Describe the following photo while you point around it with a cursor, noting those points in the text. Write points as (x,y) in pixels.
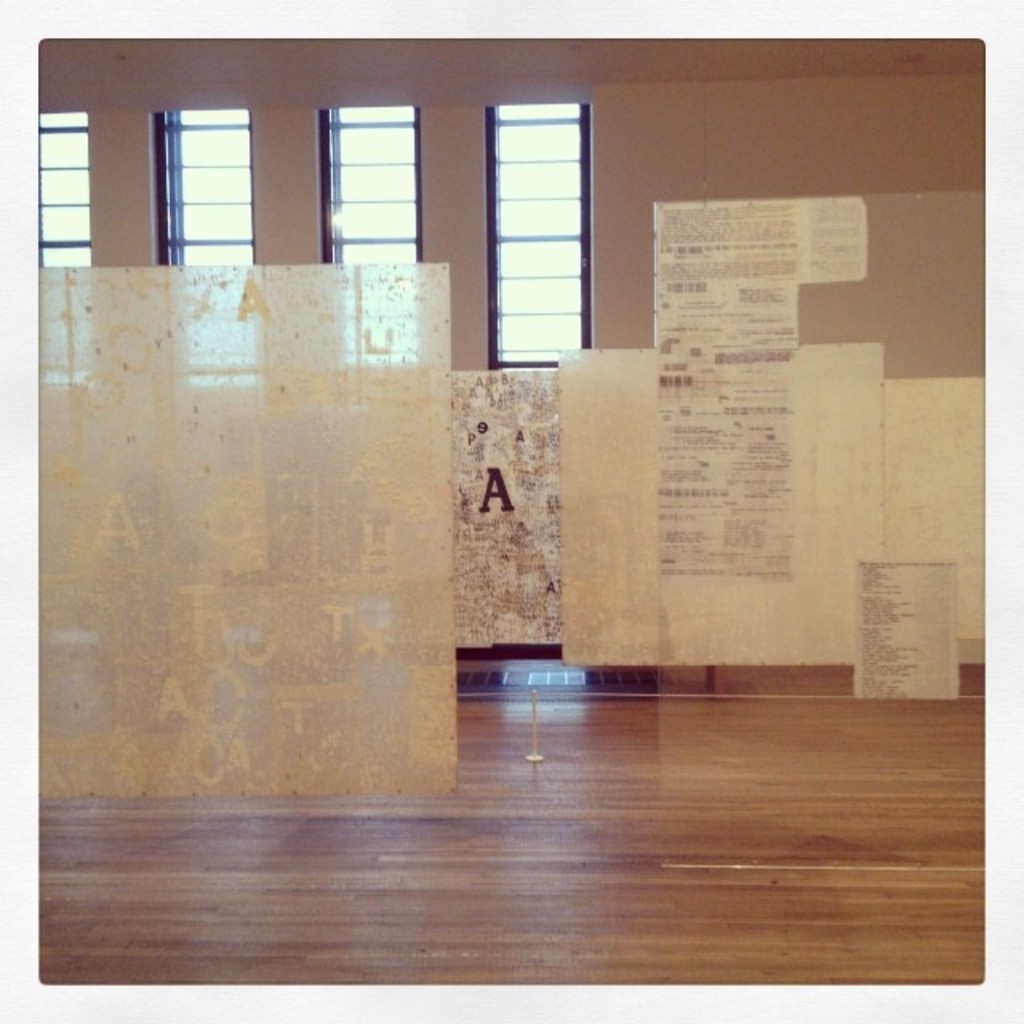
In this image I can see on the left side (227,780) there is a glass (359,614) with alphabets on it. Behind this there are window glasses (411,186), on the right side (783,119) there is the wall (766,140) in this image.
